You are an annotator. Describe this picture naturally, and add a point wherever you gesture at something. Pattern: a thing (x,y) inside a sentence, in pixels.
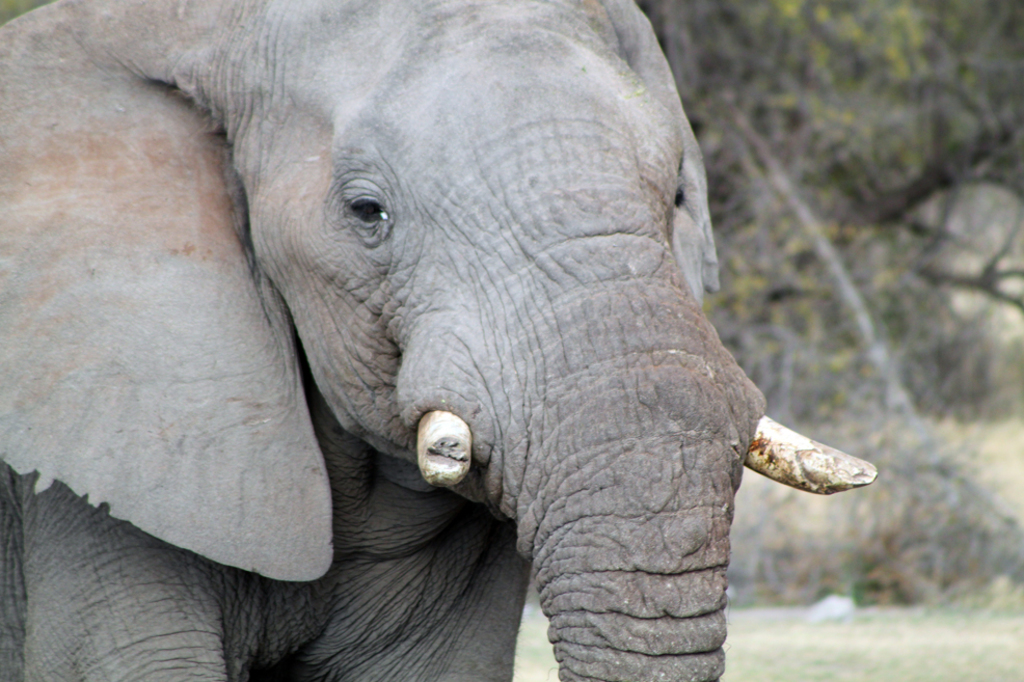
The picture consists of an elephant (316,490). The background (848,562) is blurred. In the background (753,657) there are trees (797,99), plants (896,465) and grass (886,653).
